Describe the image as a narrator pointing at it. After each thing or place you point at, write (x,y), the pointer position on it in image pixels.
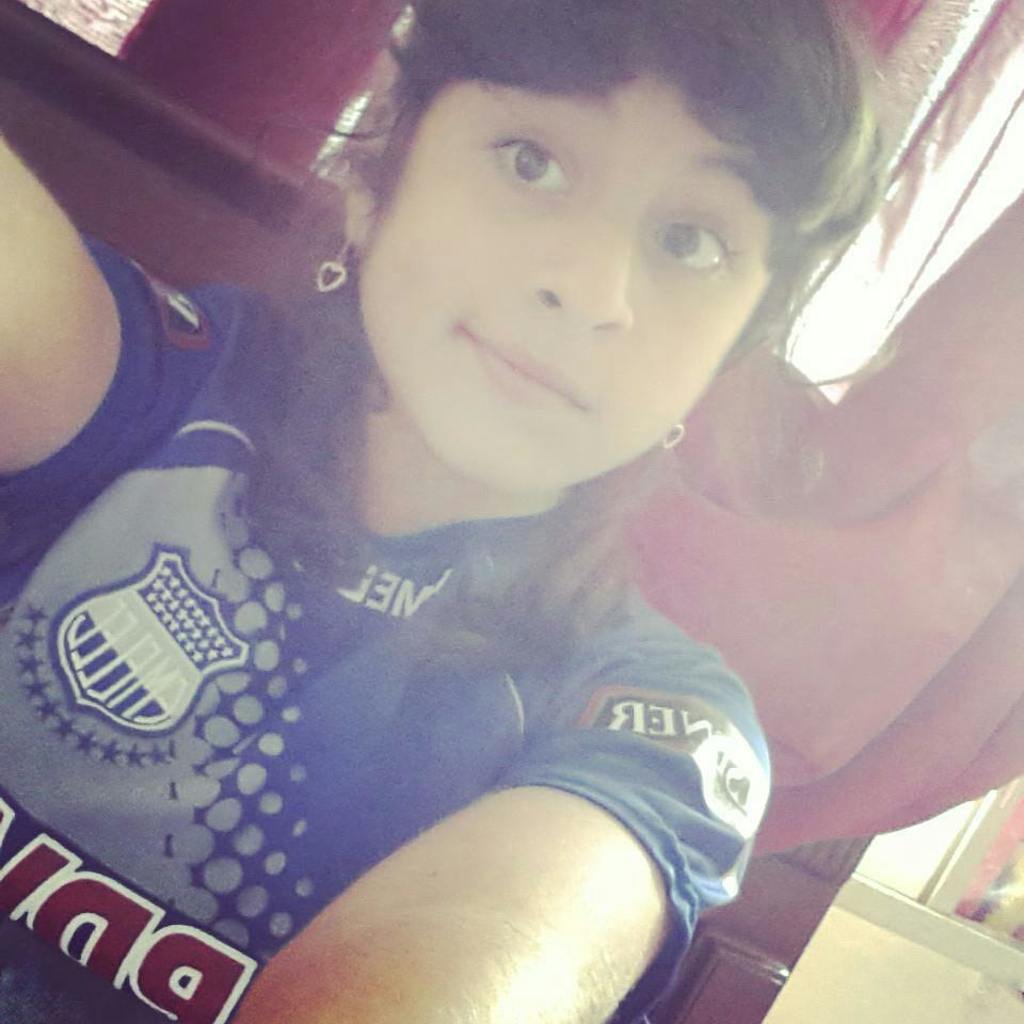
In this picture there is a girl (283,732) who is wearing blue t-shirt (426,663), earring (325,274) and taking selfie. On the back (933,553) we can see red cloth (991,534) near to the window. In the bottom right corner (938,995) there is a wall (880,1009).
